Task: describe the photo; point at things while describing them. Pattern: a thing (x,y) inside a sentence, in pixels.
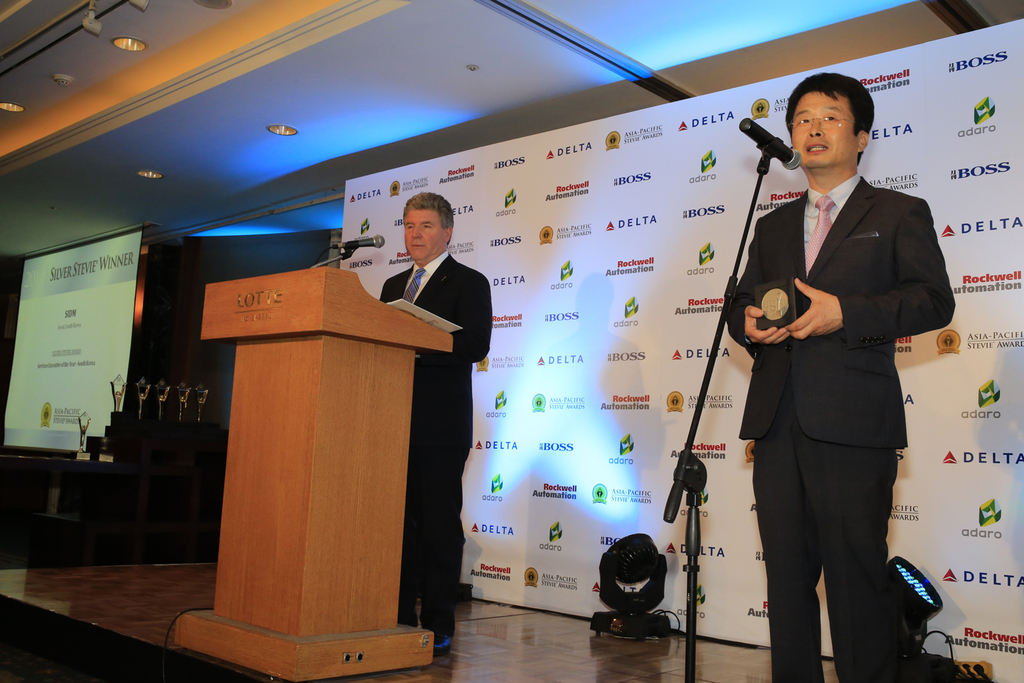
On the right side of the image (828,500) we can see person (803,243) and a mic (772,150) on the dais (678,682). On the left side of the image (340,585) we can see person (431,268) standing at a desk (316,429). In the background (455,159) there are lights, advertisement (594,196) and focus lights (612,594).
